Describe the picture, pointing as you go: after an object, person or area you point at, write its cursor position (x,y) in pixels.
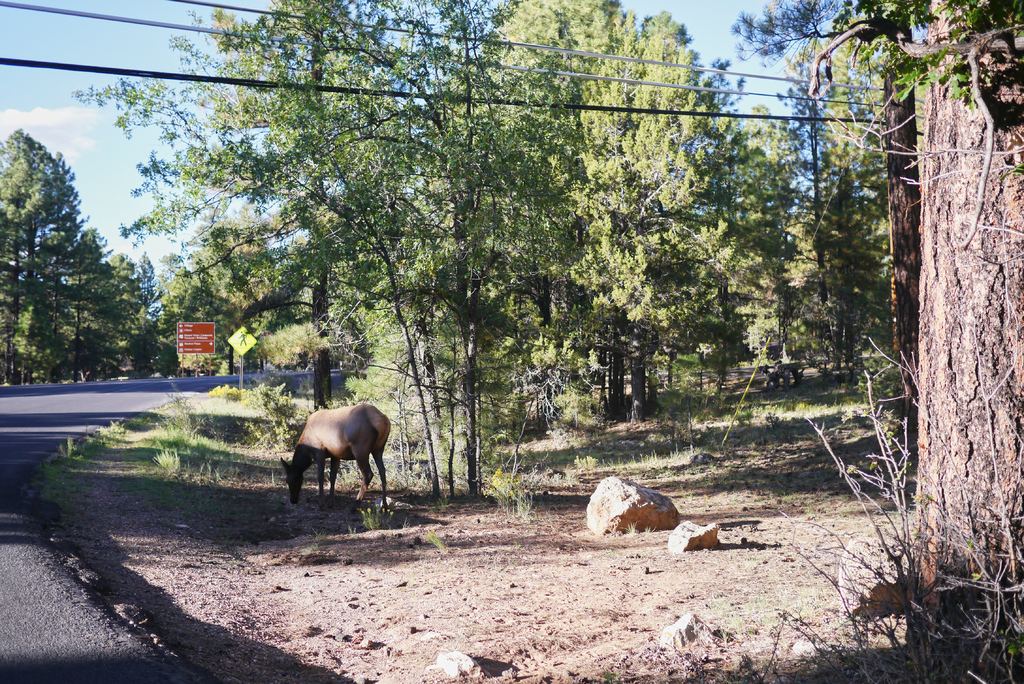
In this image, I can see an animal (319,494). There are rocks (641,517), grass (693,452), trees (1017,468), wires (566,74) and boards (192,329). On the left side of the image (74,674), I can see the road (121,383). In the background (144,134), there is the sky (679,8).
